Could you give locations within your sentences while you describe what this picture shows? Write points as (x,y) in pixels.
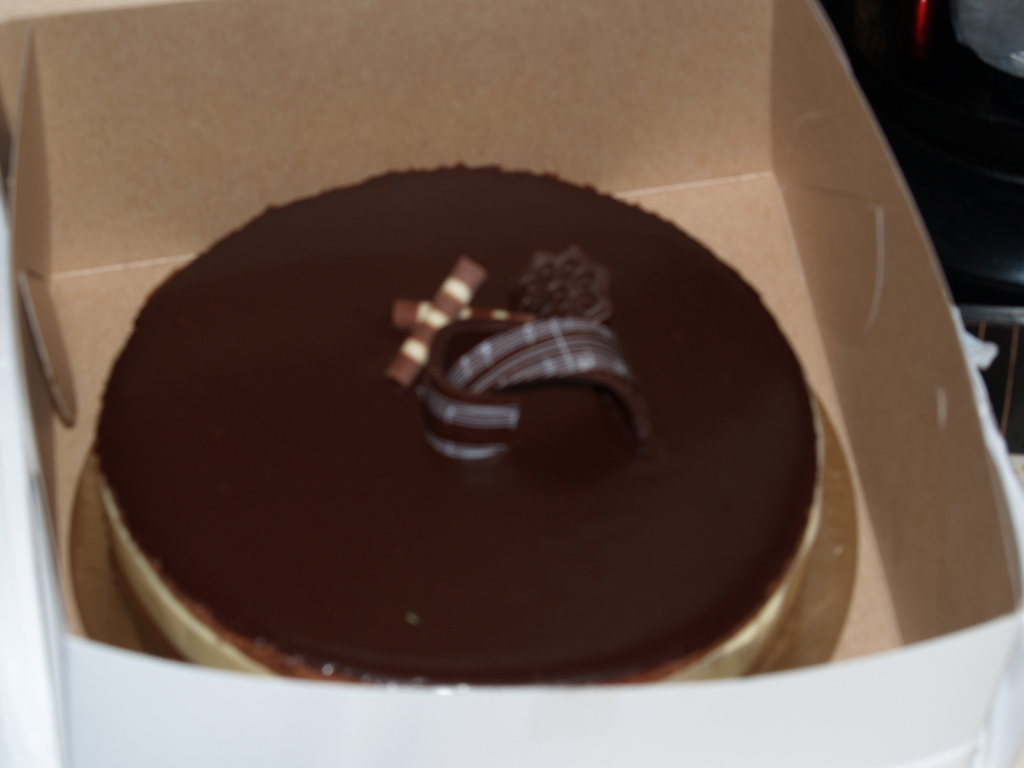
In the foreground of this image (399,504), there is a cake (596,390) in cardboard box (755,170) and on the top right (948,149), there are objects (961,154) which are not visible.
